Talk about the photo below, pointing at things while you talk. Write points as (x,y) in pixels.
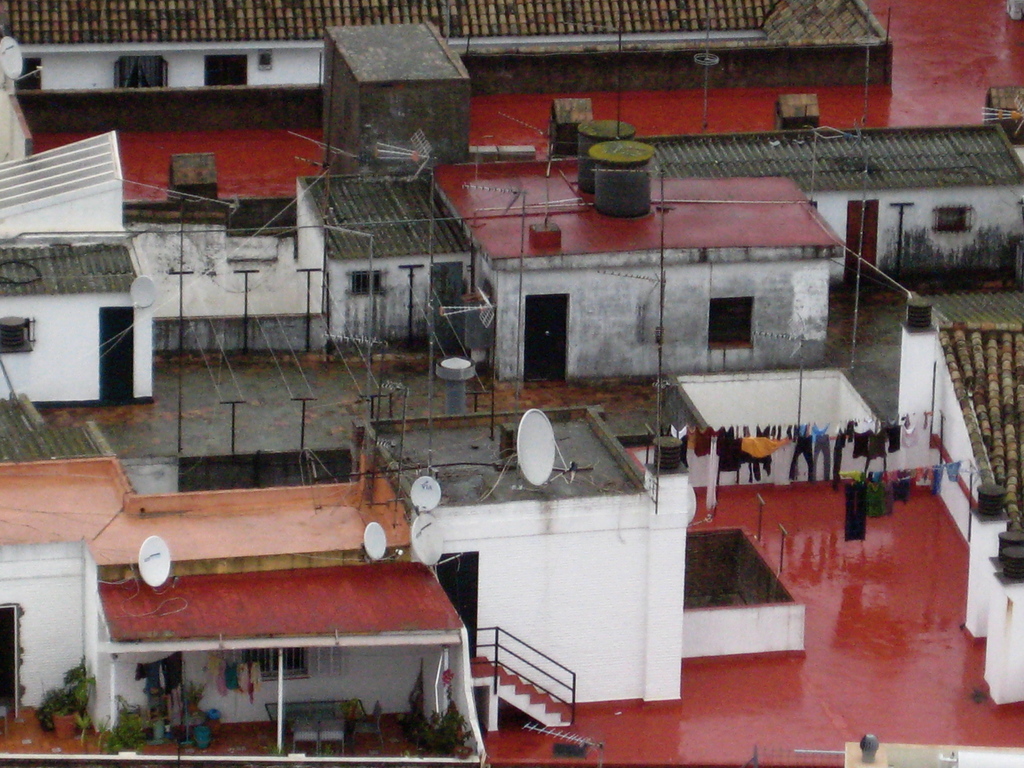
In this picture we can see buildings (285,674) with windows (743,320), poles (180,285), clothes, steps (510,683), house plants (443,733), table (286,720), chairs (326,718).
